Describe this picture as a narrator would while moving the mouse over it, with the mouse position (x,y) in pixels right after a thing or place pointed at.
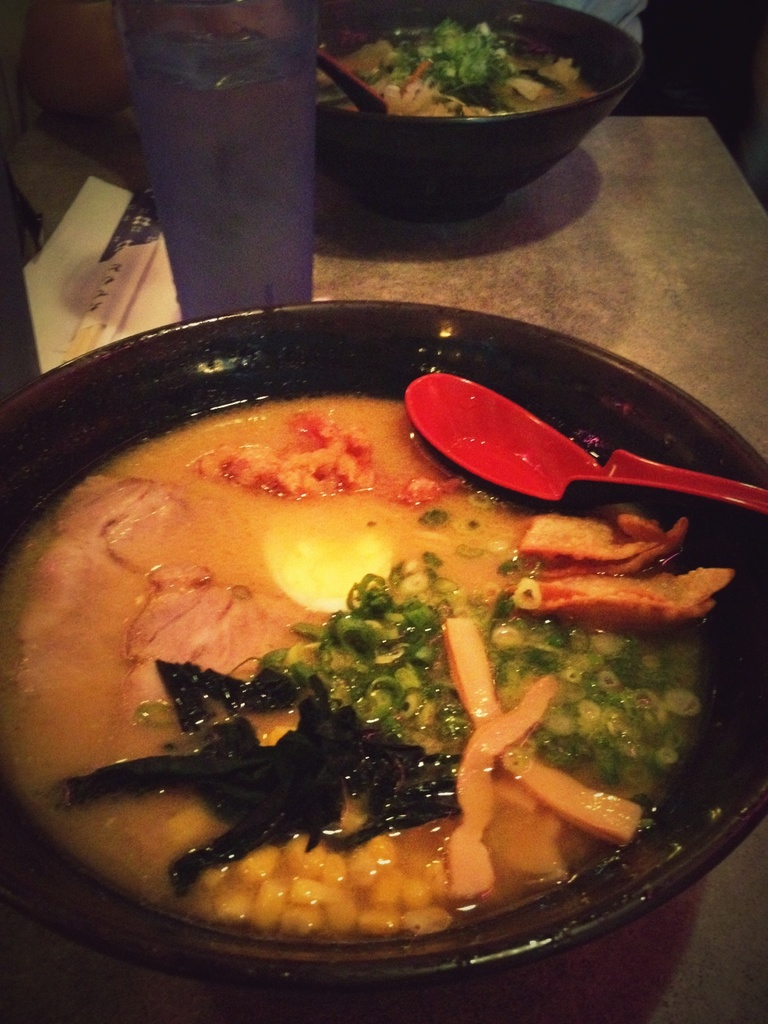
This image is taken indoors. At the bottom of the image (460,969) there is a table (435,1005) with two bowls (447,330) of food (465,68), two spoons (507,425) and a glass (220,79) of water (165,130) on it. At the top of the image (614,13) there is a person (595,13).
